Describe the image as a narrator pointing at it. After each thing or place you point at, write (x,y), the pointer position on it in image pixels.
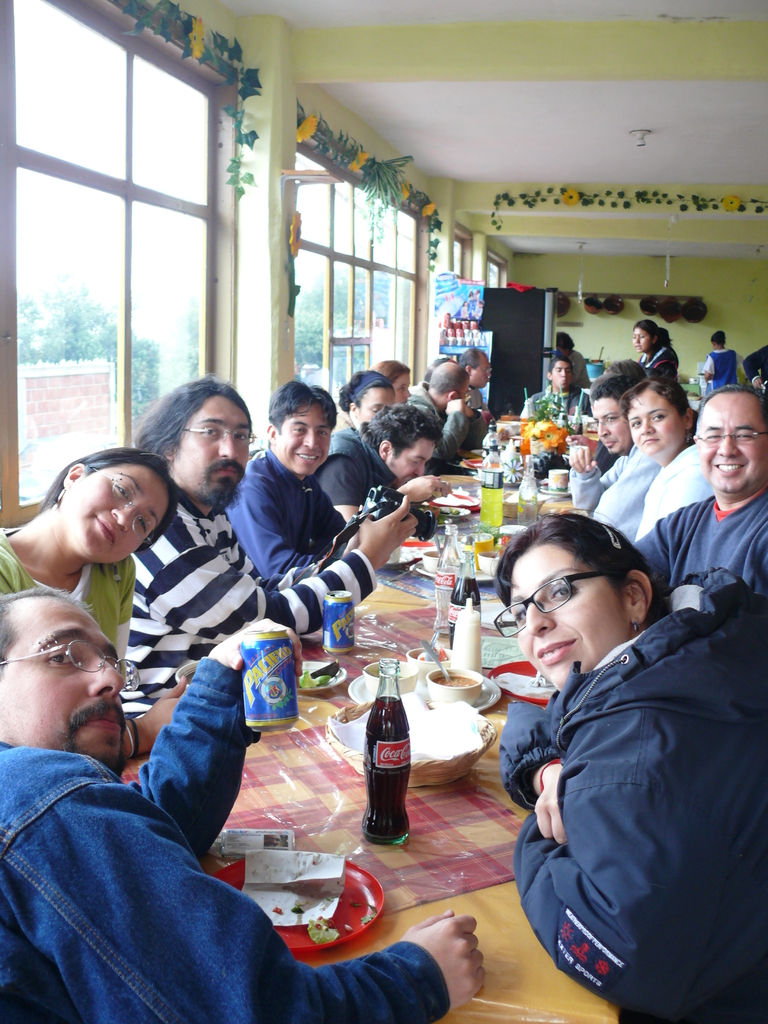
This picture describes about group of people (766,508) few are seated on the chair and few are standing, in front of them we can find couple of plates (334,925), bowls (453,690), bottles (475,667) and tins (336,651) on the table (391,602), we can see a refrigerator (493,347), glass wall (309,266), couple of trees (322,298) and a building (77,364).
